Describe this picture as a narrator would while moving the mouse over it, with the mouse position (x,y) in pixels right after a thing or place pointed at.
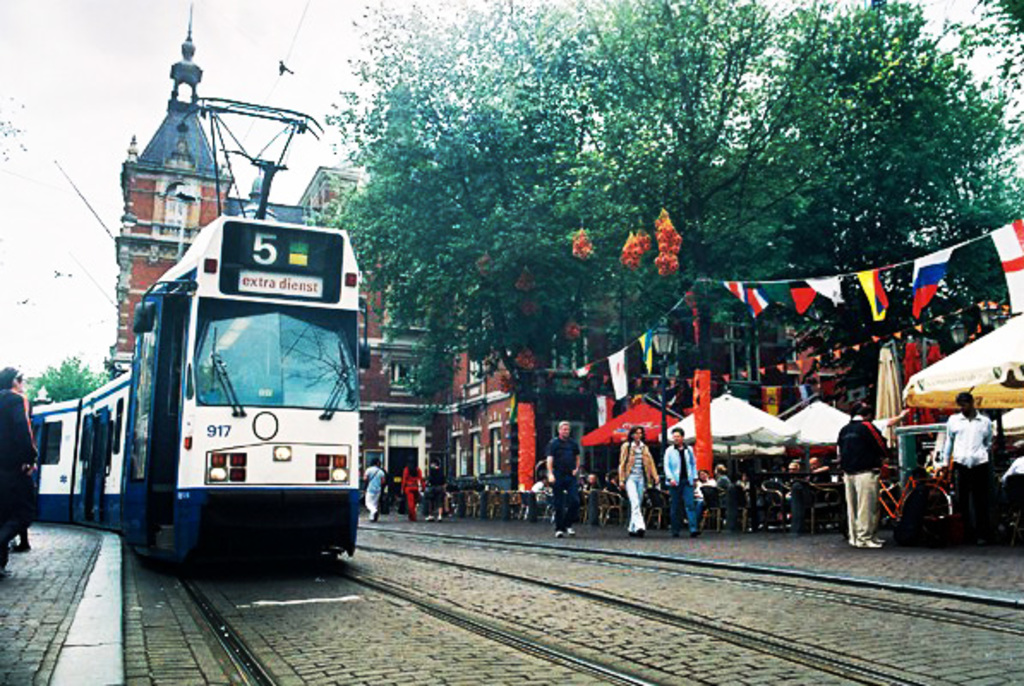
In this image there is a train (312,525) on the railway track (406,540), there are group of people (966,406), there are flags (819,358), umbrellas (1010,396), chairs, there is a building (462,355), some decorative items (707,447), there are trees (452,337), and in the background (60,102) there is sky (266,140).
